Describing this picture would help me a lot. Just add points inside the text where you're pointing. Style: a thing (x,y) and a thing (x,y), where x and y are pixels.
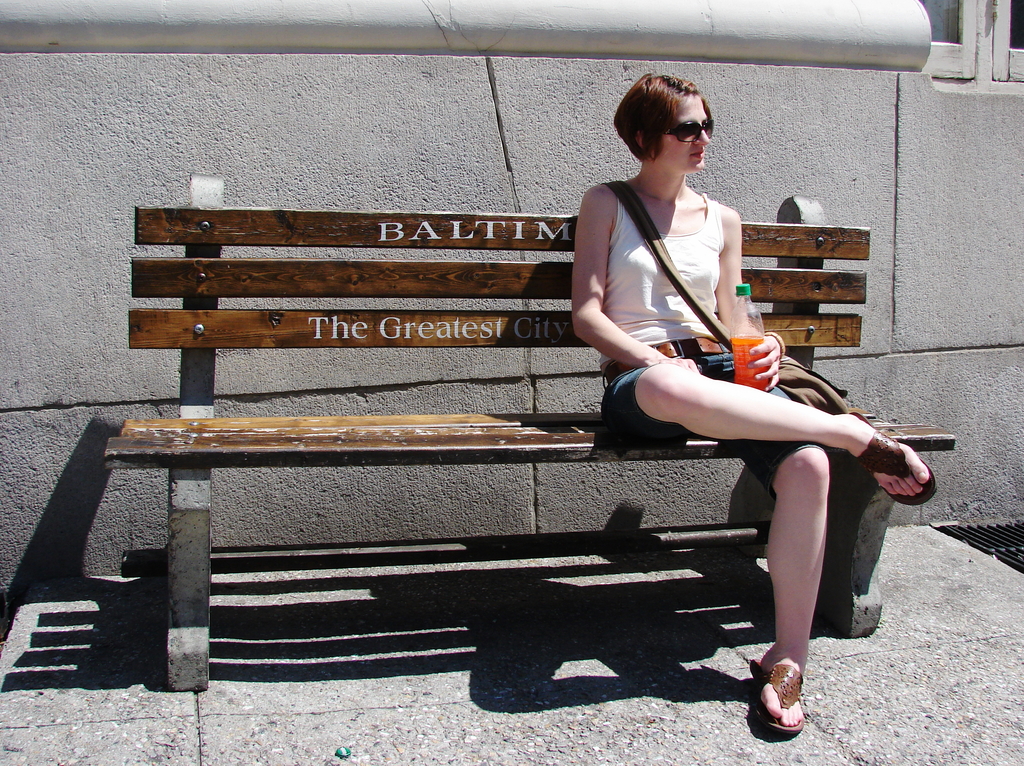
In the middle of the image (618,272) a woman (638,399) is sitting on a bench (744,509) and holding a bottle (752,337). Behind her there is wall (819,2).
